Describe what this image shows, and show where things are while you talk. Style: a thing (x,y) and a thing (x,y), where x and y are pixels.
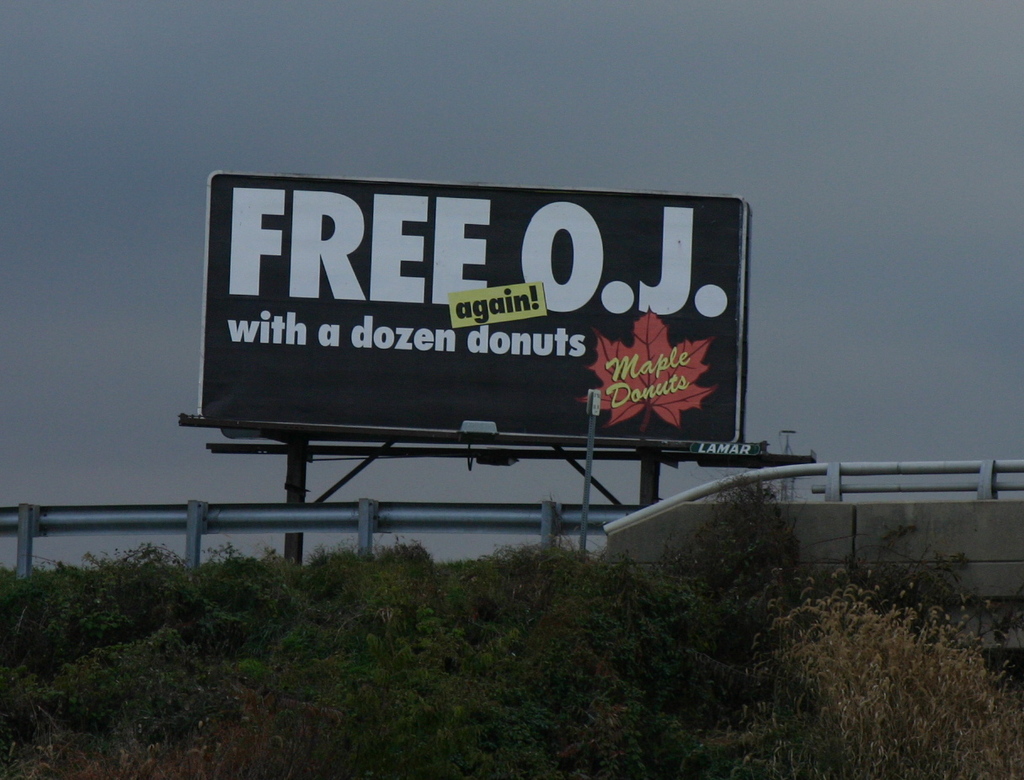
This image consists of a hoarding (591,383) in black color. At the bottom (527,689), there are plants (840,649). In the middle (621,512), there is a railing (45,515) made up of metal (944,464). It looks like a bridge (573,528). At the top (313,132), there is sky (143,269).
